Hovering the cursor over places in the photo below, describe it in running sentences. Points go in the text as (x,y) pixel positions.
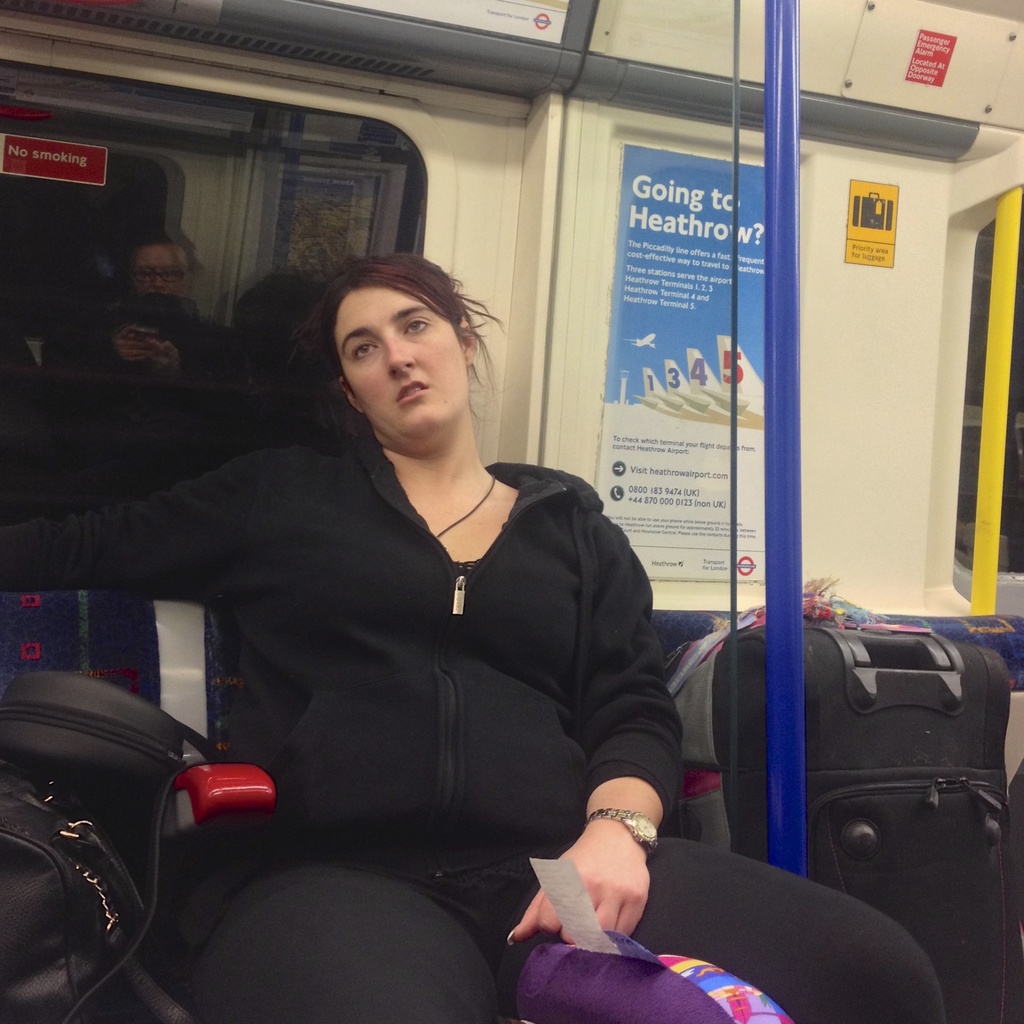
In this image a lady (409,685) is sitting on the chair (190,659). Inside a vehicle (195,671). There are bags (119,826) either sides of her. She is holding a bag (627,938). In the background (623,223) there is a window (138,183), notice board (682,236). Here is a pole (770,313).
